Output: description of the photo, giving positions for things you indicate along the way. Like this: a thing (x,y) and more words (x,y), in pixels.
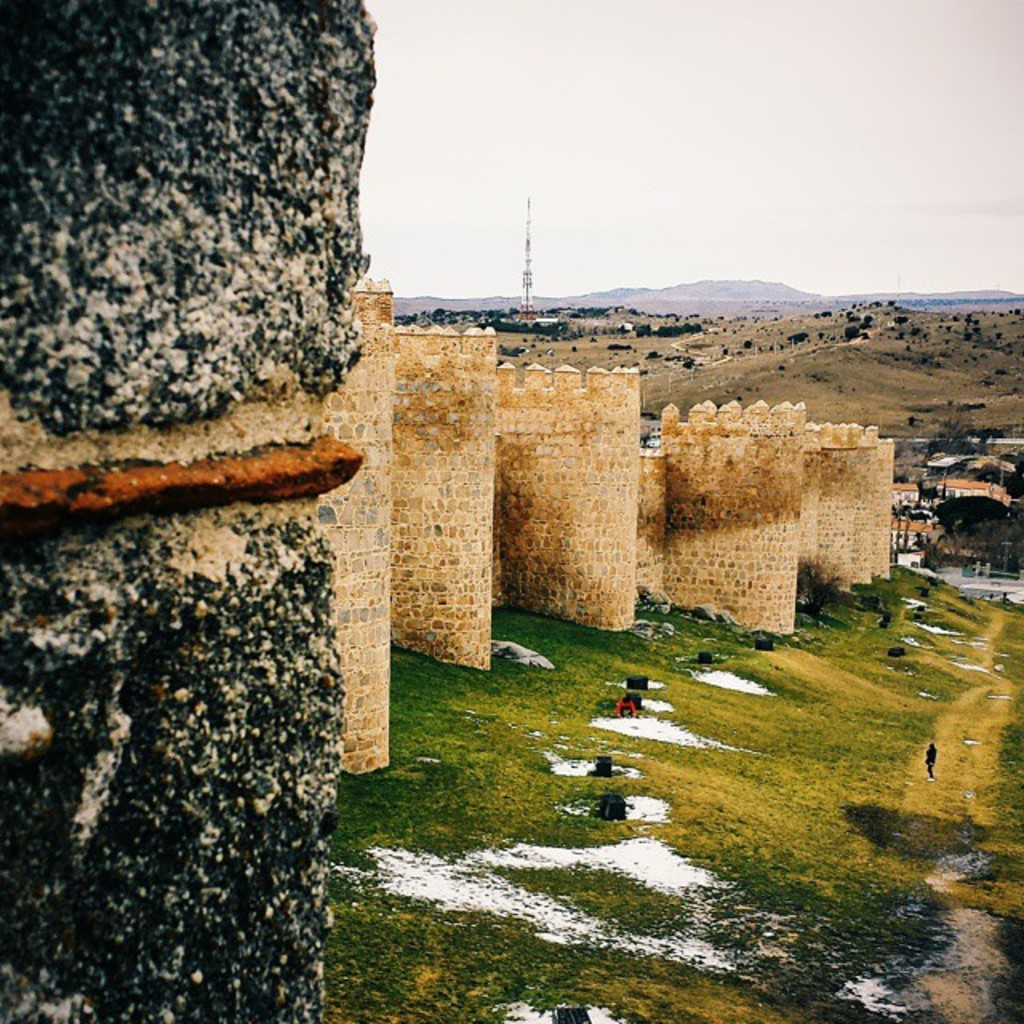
In this image we can see a fort (844,504). In the background (824,350) there are hills (911,341), tower (532,272) and sky (686,131). At the bottom (549,885) there is grass (824,872).
